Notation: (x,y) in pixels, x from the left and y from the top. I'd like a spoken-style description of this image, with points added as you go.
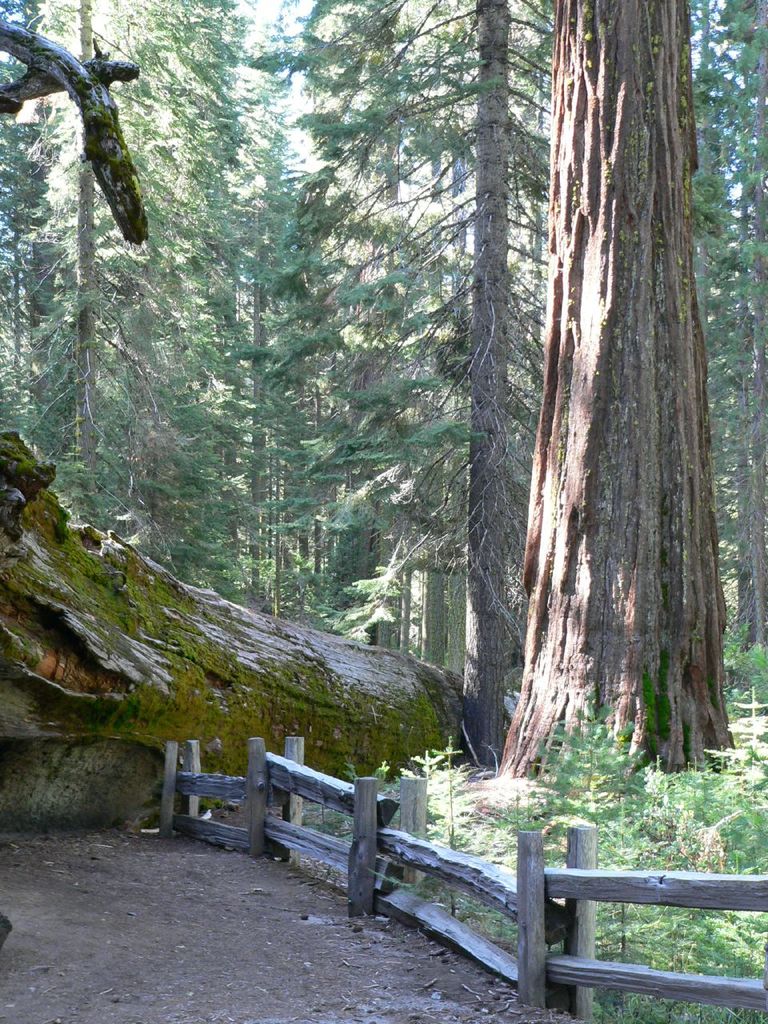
In this picture we can see a fence (534,832), plants (564,775), and trees (579,333).
